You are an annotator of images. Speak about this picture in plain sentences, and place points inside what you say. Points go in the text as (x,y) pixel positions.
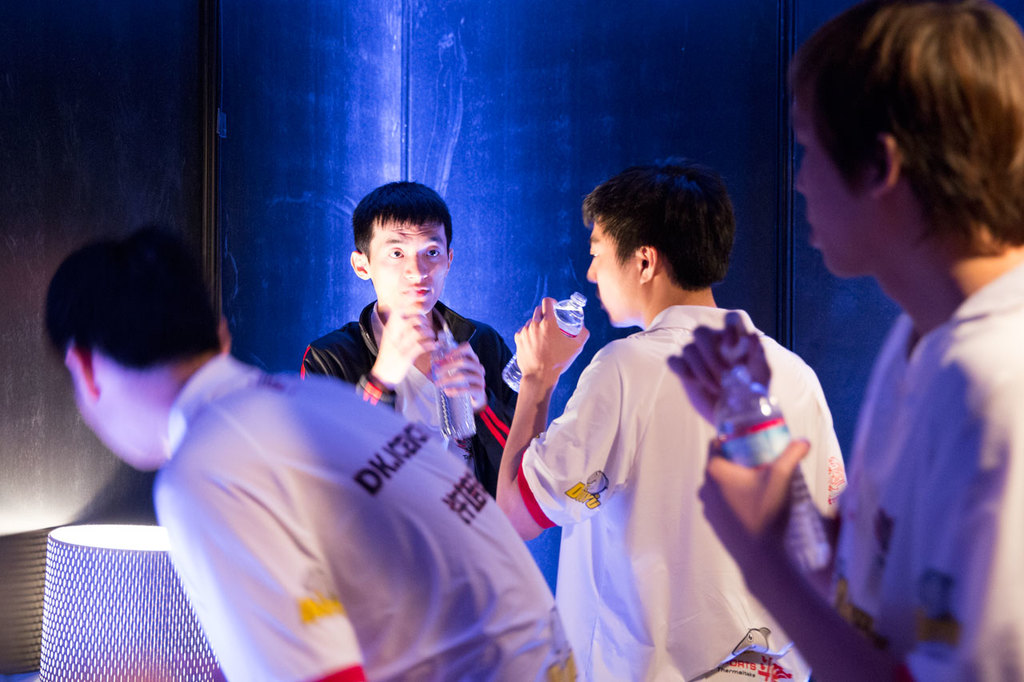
In this image we can see four persons (315,451) and among them three persons (347,359) are holding water bottles (456,425) in their hands (467,372). In the background (103,585) we can see a lamp (110,567) and objects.
